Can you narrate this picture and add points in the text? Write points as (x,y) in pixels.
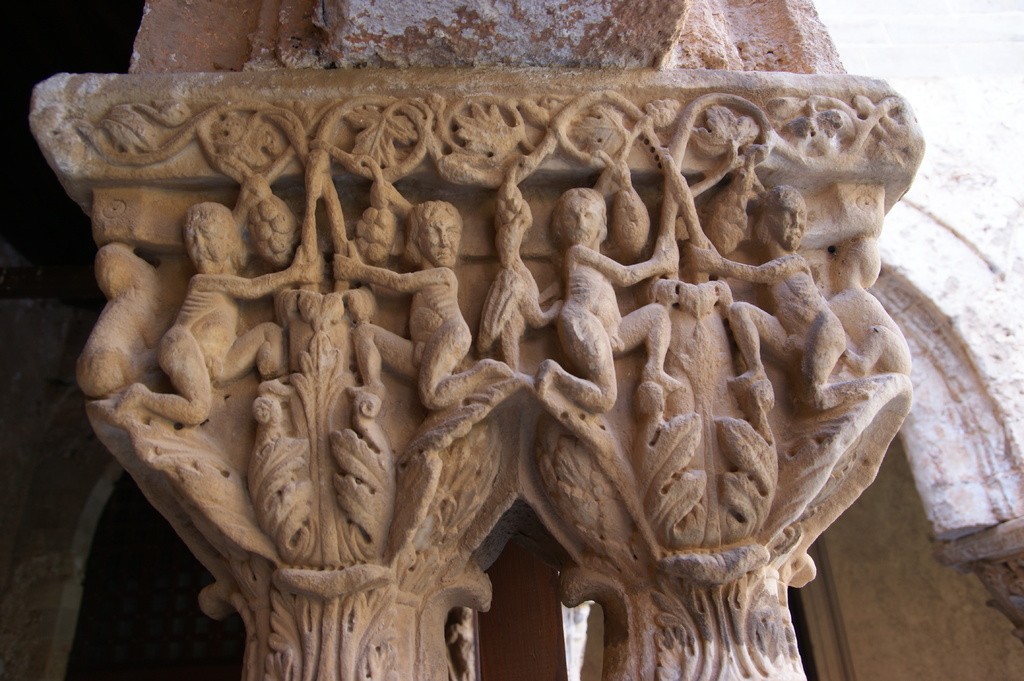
In front of the image on the pillar (648,436) there are some engravings (476,254). Behind the pillar (824,490) there is a wall (920,613).
